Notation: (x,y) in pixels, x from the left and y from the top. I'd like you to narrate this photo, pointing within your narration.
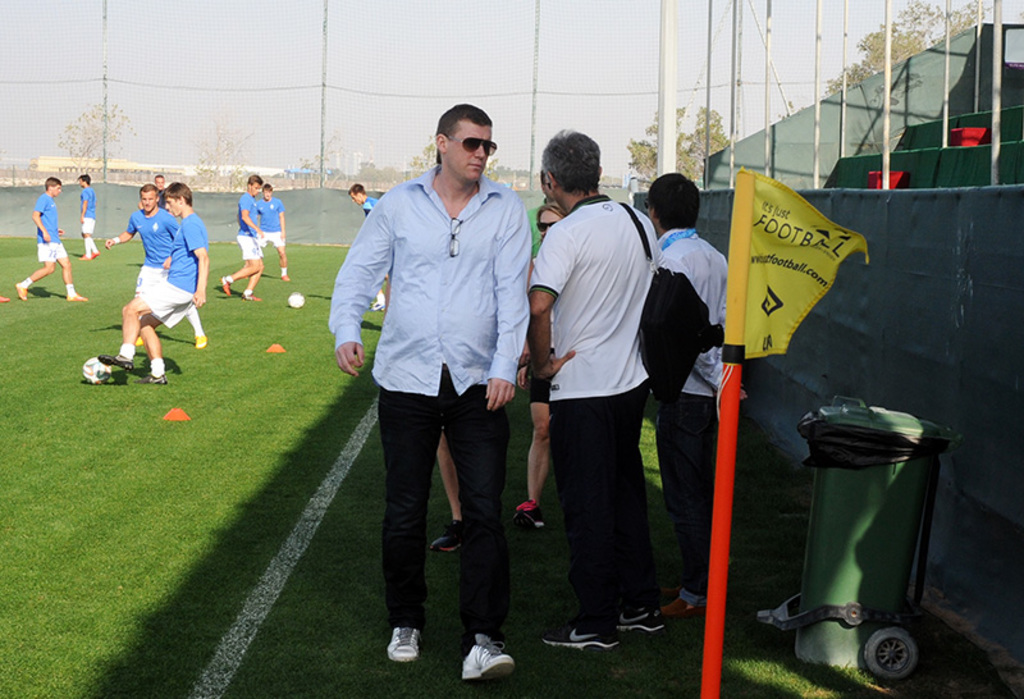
In this image few people (40,205) are playing a football (94,375). In front (452,174) the man (480,442) is walking. At the background (508,99) there is a net (465,56) and there is a flag (782,203) and a bin (903,484).
